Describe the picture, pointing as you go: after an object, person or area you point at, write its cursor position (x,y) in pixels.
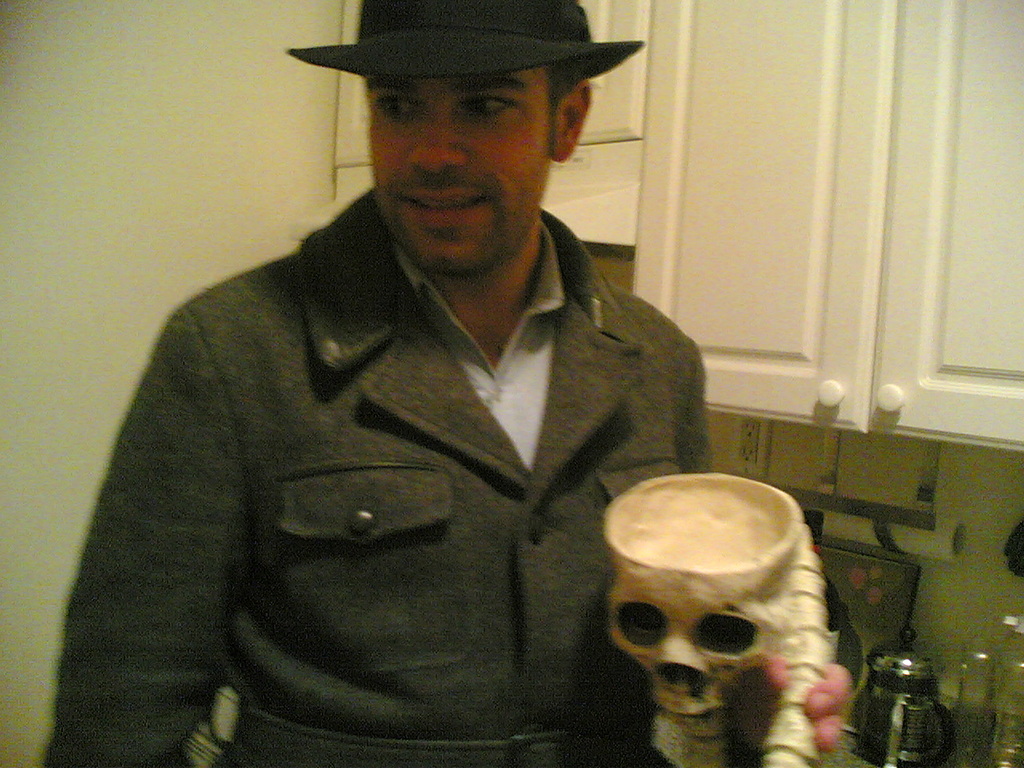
This image is taken indoors. In the background (193,160) there are a wall (287,144) and there are a few cupboards (952,263). In the middle of the image (572,276) there is a man (424,332) and he is holding a toy skull (652,568) in his hand (819,696). On the right side of the image (911,730) there is a kitchen platform (836,759) with a few things (936,698) on it.
